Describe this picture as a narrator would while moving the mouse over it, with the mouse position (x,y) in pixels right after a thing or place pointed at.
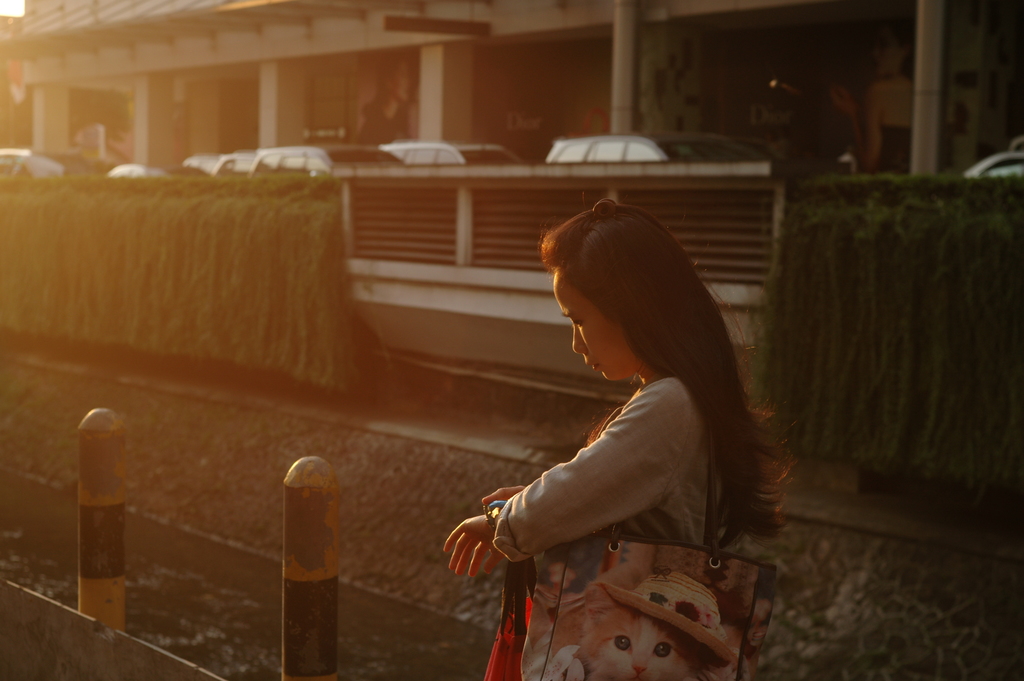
In this image in the front (661,412) there is a woman (680,444) standing and holding a bag (641,588) and there are poles (99,471). In the background (872,240) there are plants (952,232) and cars (434,157) and there is a building (416,55).
